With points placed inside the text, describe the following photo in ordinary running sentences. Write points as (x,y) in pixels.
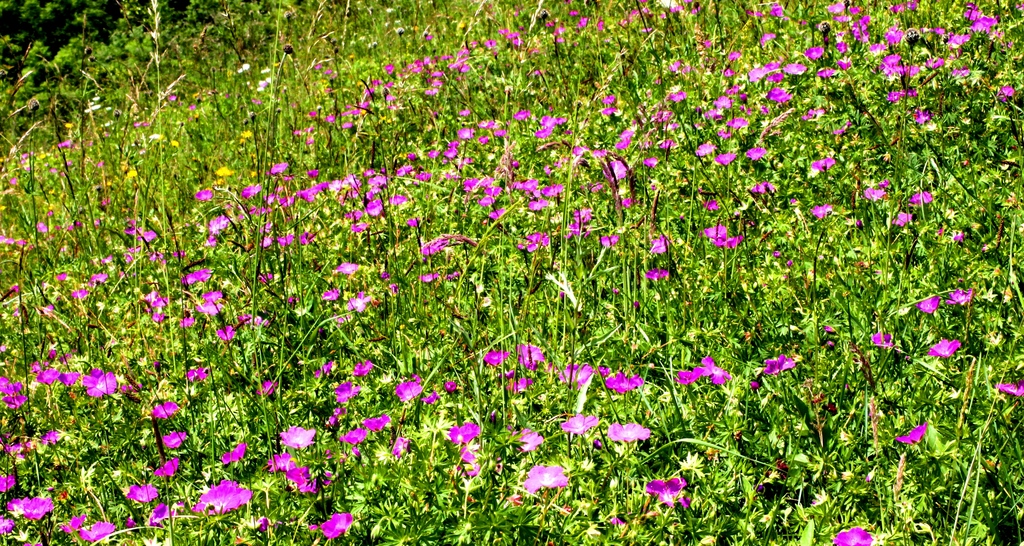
This image is taken outdoors. In the background (81,58) there are a few trees (58,60). In the middle of the image (358,215) there are many plants (367,400) with stems (970,467), green leaves (158,400) and flowers (398,447). Those flowers (471,434) are dark pink in color.
